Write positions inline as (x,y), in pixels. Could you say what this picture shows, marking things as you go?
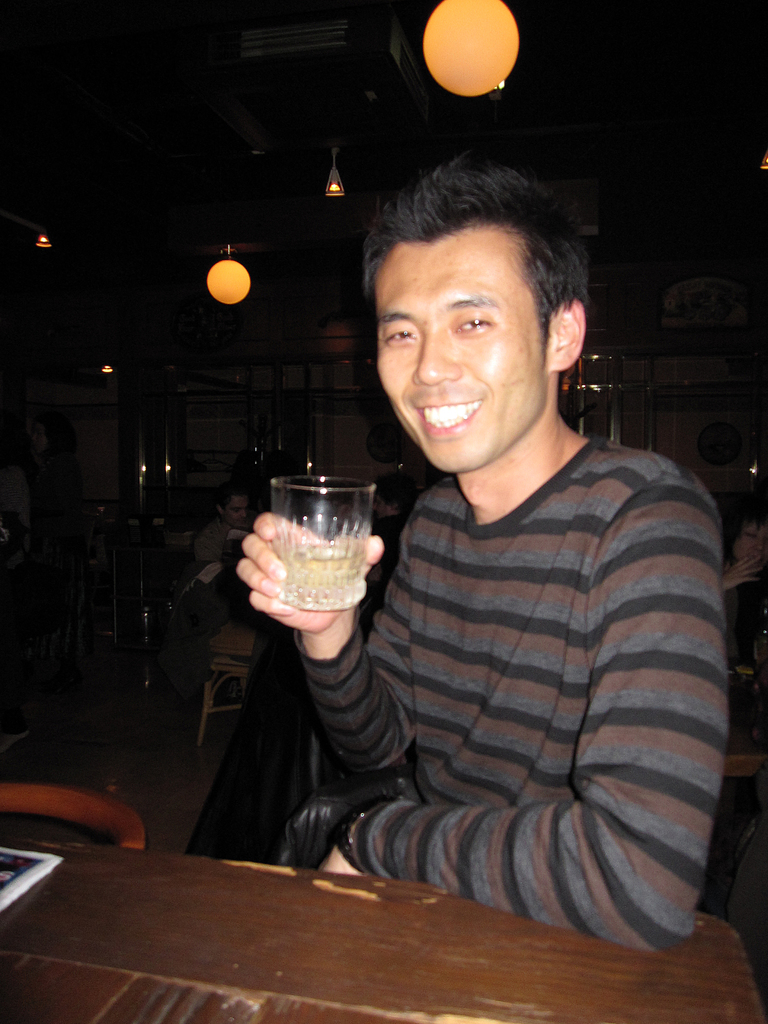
In this image I can see a man (576,694) who is holding a glass (303,583) of wine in his hand (303,617) and smiling.
